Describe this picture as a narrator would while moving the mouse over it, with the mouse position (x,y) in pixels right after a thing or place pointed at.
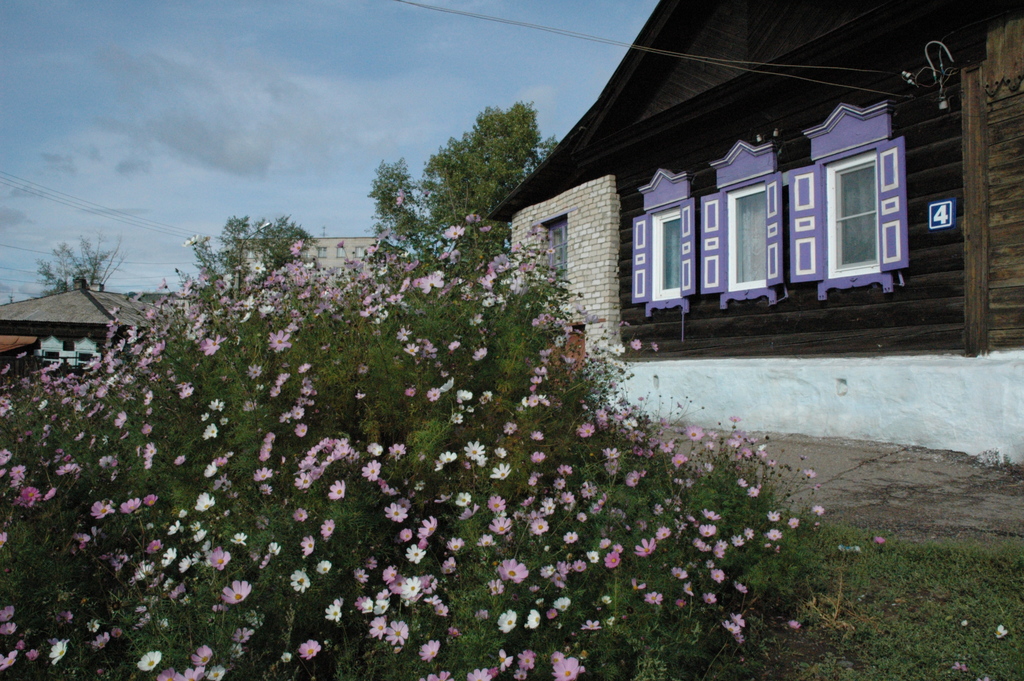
In the image we can see buildings (754,273) and these are the windows (656,288) of the building (709,262). We can even see there are flowers (416,578), pink and white in color. Here we can see grass (940,582), footpath (871,442), electric wires (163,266), trees (506,166) and pale blue sky (143,145).
